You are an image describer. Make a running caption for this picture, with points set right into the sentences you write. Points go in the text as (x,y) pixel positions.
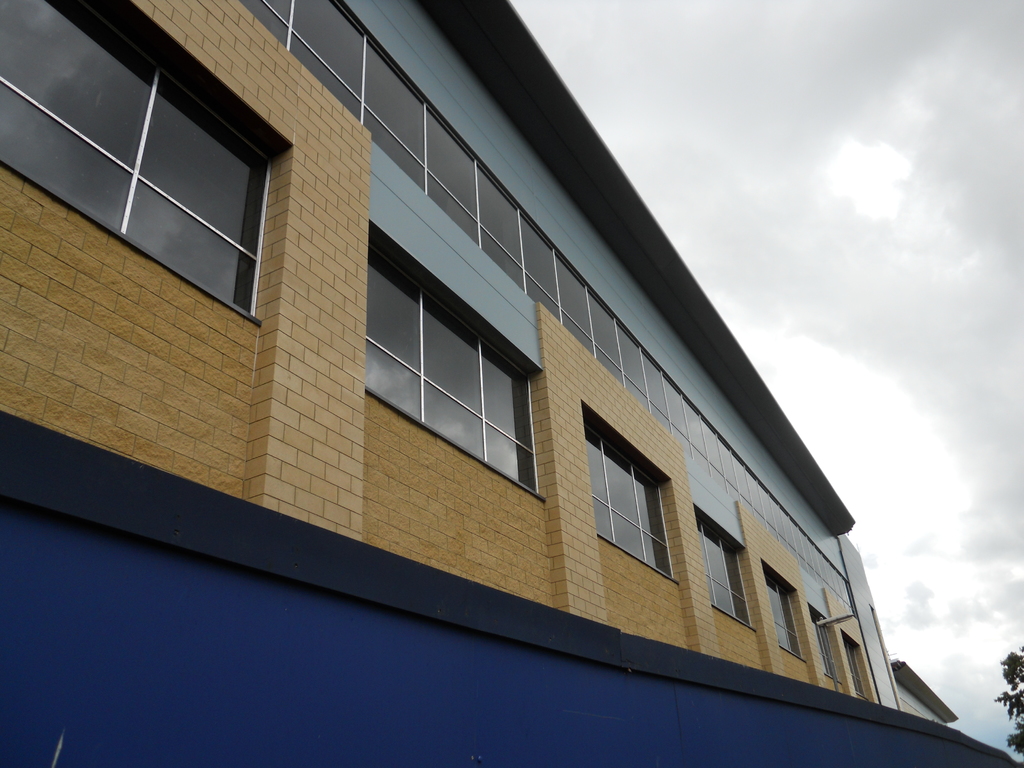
There is a building (476,510) which has glasses (817,640). There is a tree (1012,699) on the right (1022,710) and clouds (917,351) in the sky (813,14).
